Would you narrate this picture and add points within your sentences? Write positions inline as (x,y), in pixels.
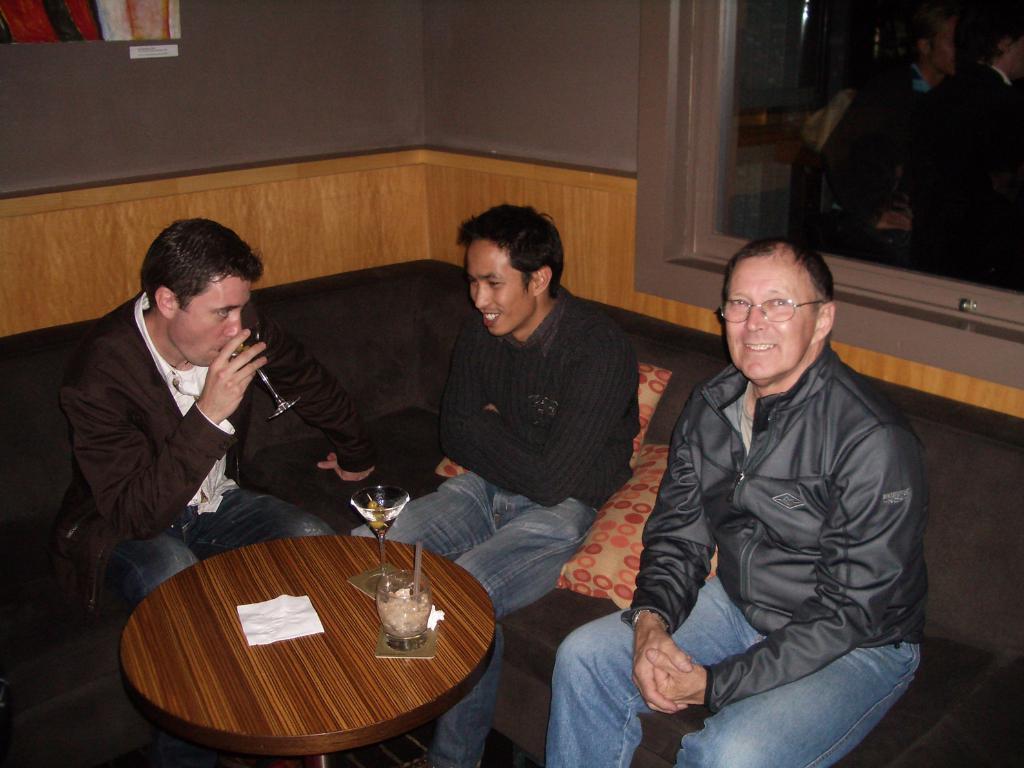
There are three members (491,446) sitting in the sofas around a table (355,565) on which some glasses (386,610) and tissues (287,618) were placed. Three of them were men (584,464). There are some pillows (640,480) in between them. In the background (321,155) there is a wall (477,170) and a window (805,158) here.
